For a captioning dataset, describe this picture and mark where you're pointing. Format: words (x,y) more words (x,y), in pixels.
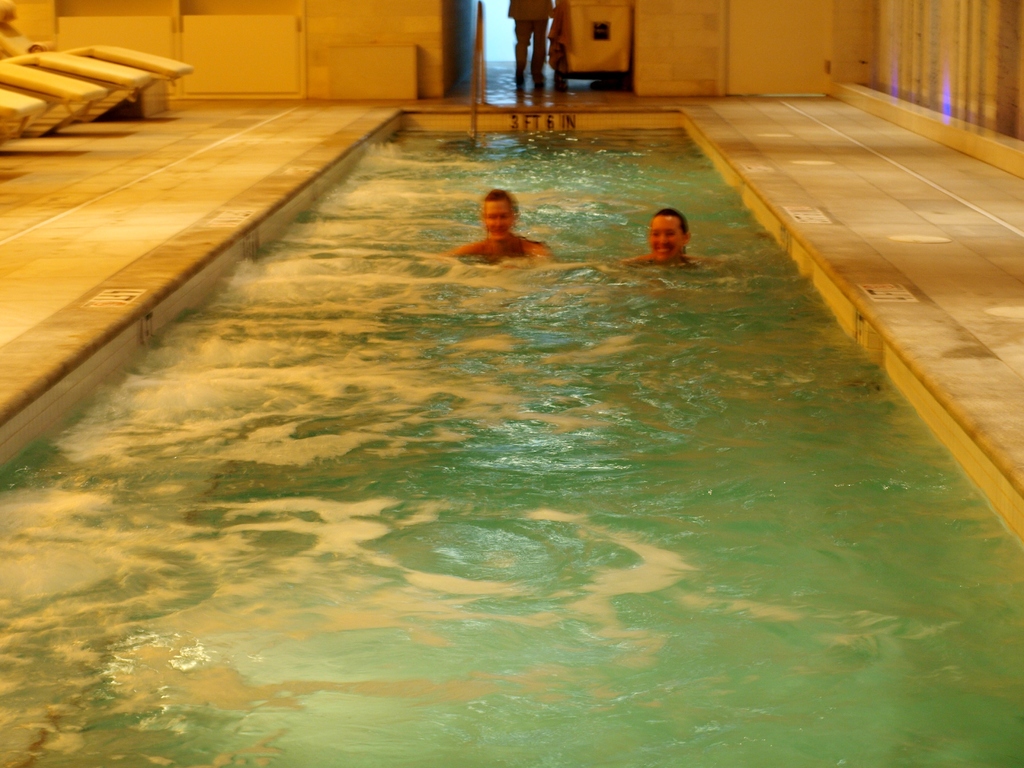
In the image we can see two women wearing clothes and they are swimming. Here we can see the water (775,415), floor (194,204), wall (346,34) and we can even see the truncated image of the person (536,54) standing and wearing clothes (534,39).
